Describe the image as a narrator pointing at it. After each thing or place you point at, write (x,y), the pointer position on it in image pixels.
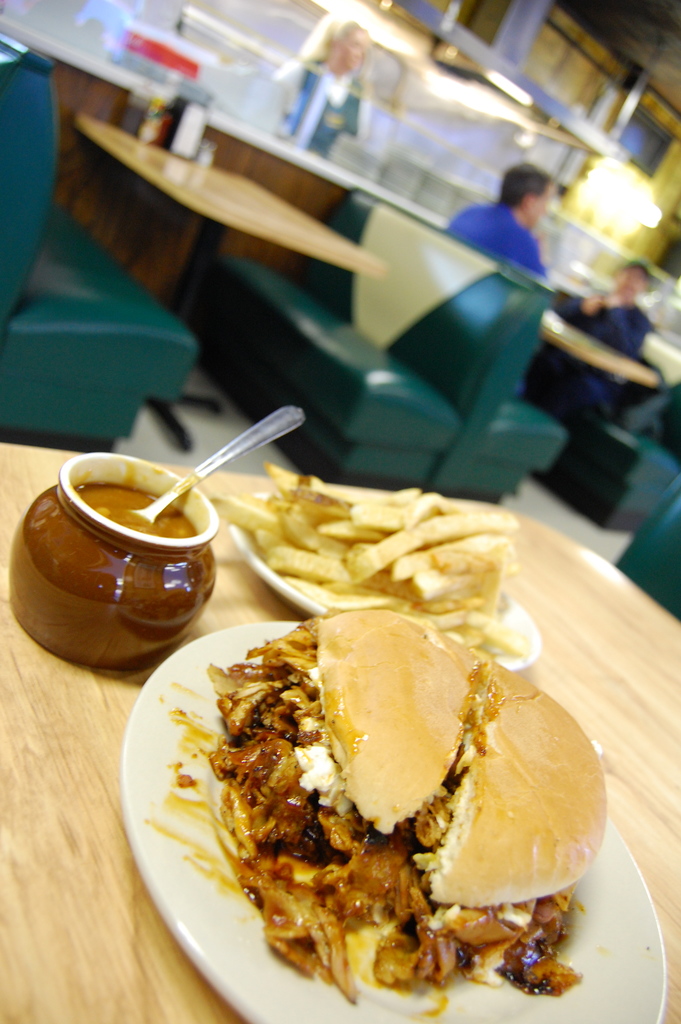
In the picture we can see the part of the table (605,646) on it, we can see a plate (253,643) with food items (385,846) and beside it, we can see a small jar (123,607) with curry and spoon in it and beside it, we can see the small plate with some food item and some far away from it, we can see some tables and seats (238,392) and two people (517,208) are sitting near it and beside it we can see the desk (89,53) and behind it we can see a person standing and far away from here we can see the light (601,190).
